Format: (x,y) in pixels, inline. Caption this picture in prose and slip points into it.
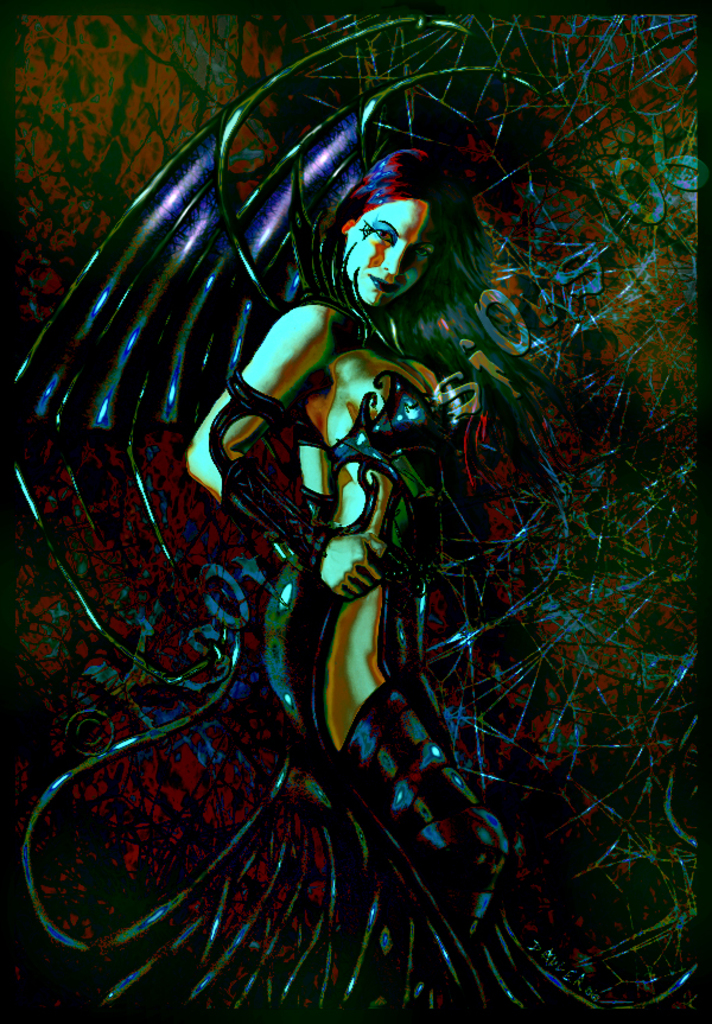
In the center of the image (409,531) we can see an animation of a lady (402,653) wearing a costume (359,729).
